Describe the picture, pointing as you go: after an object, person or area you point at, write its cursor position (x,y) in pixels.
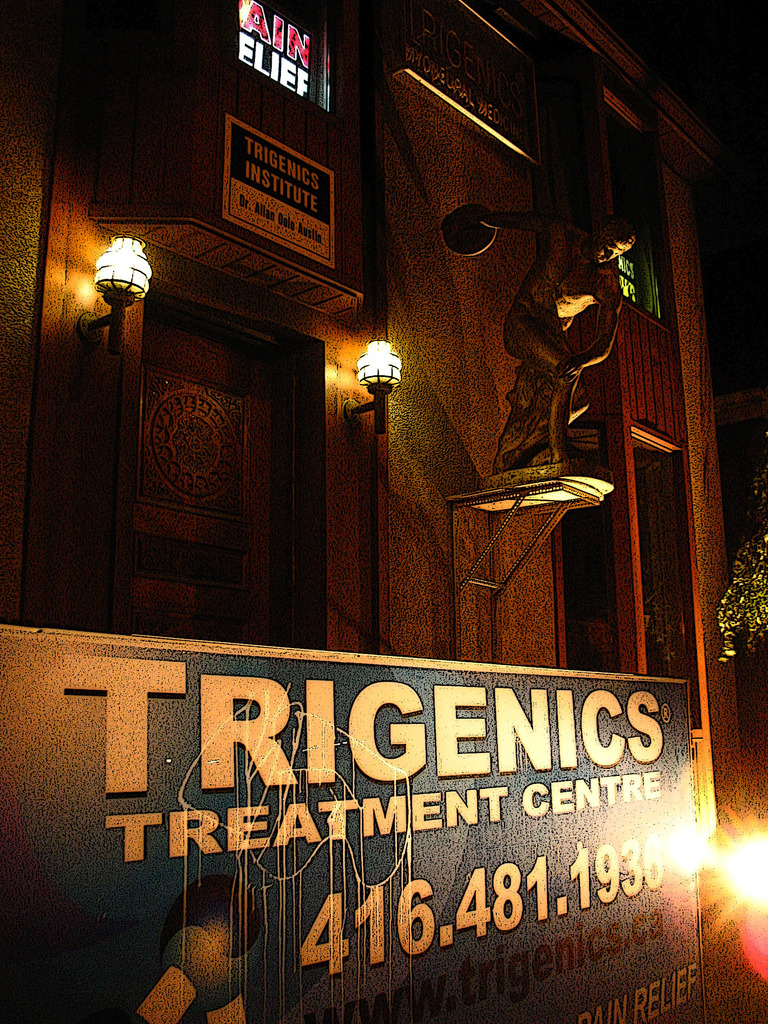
In this image I can see at the bottom (368,1018) there is a board (477,864), on the right side (764,878) there is a light (762,868). In the middle (352,418) there are lights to this building (275,404).
